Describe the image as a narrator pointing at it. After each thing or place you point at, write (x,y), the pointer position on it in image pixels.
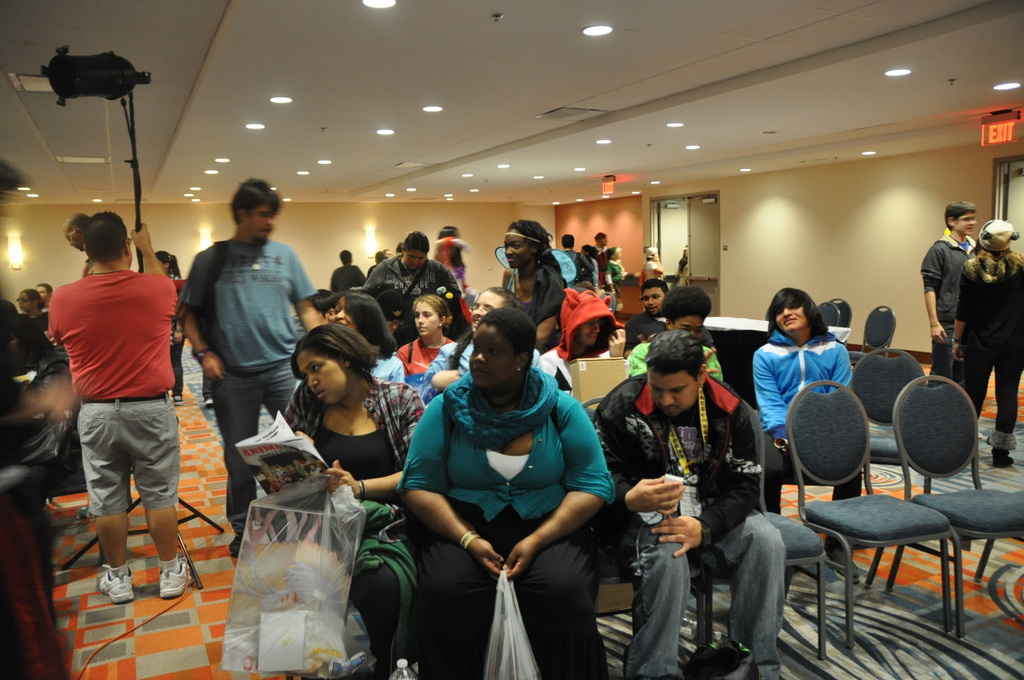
In the image we can see group of persons (623,424) were sitting on the chair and holding plastic covers (252,604), books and box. On the right (1013,357) we can see two persons (999,349) were standing. On the left (267,320) we can see again two persons (128,344) were standing and one is holding a light stand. In the background (879,226) there is a wall (726,224), door (695,230), empty chairs (869,323), table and few persons (583,252) were standing.
